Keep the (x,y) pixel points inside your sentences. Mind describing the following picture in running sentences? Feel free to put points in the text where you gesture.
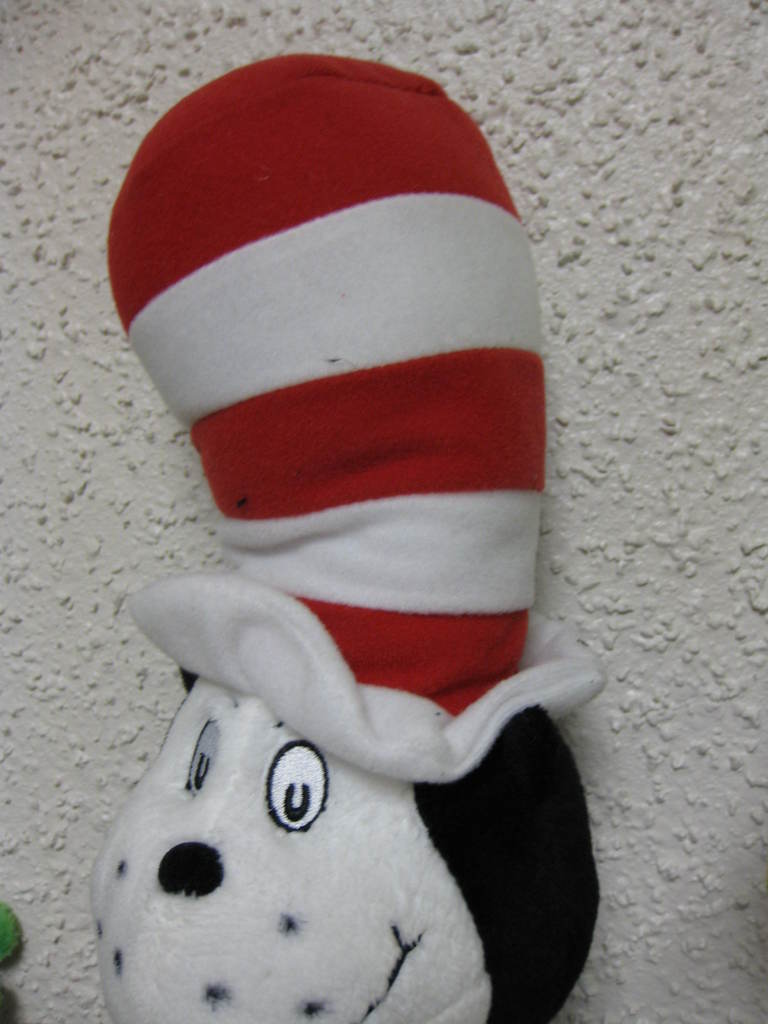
In the foreground of this image (251,558), there is a toy (380,681) with red and white hat (333,503). In the background (628,369), there is a wall (624,402).
